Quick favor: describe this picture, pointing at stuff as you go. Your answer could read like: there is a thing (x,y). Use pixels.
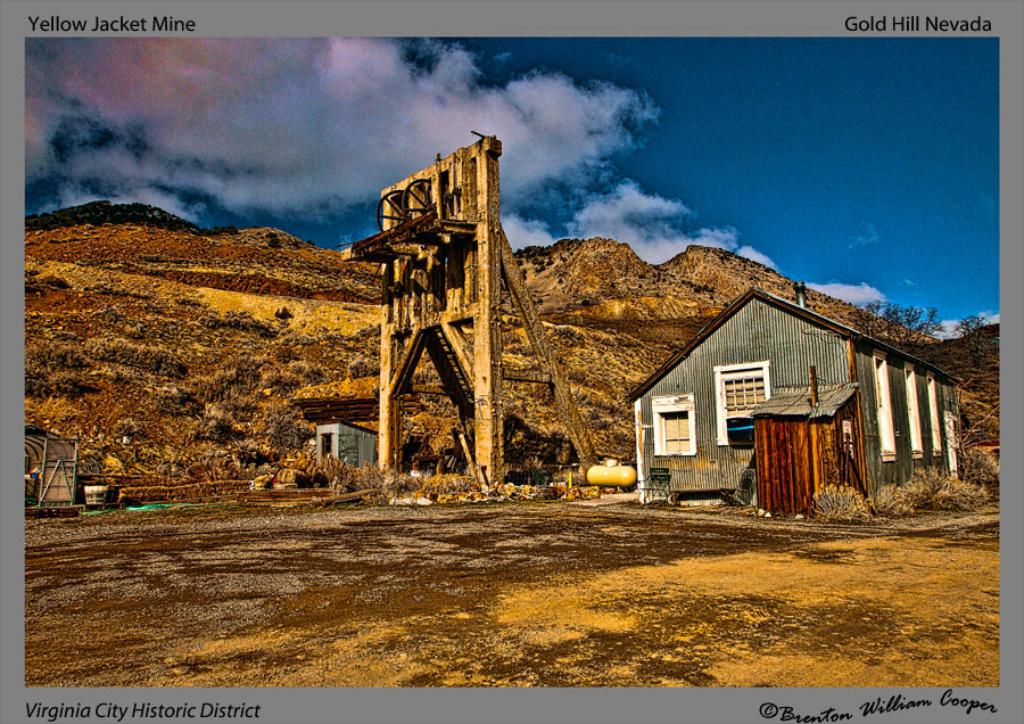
In this picture we can see a poster (566,567), here we can see the ground (549,555) and sheds (641,408), wooden poles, plants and some objects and in the background (619,335) we can see mountains (604,436), trees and sky (209,81) with clouds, at the top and bottom we can see some text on it.
